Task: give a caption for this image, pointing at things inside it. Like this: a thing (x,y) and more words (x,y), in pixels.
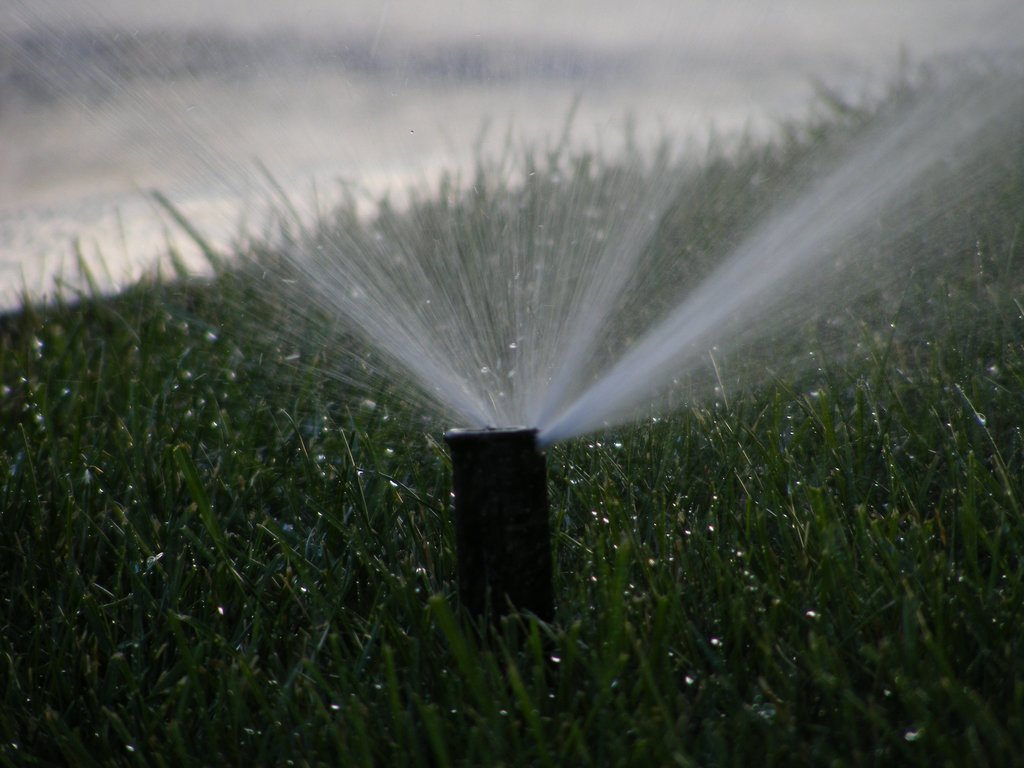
In this image there is a pole (481,606) in the middle of grass (50,716) from which water (567,290) is coming out.
